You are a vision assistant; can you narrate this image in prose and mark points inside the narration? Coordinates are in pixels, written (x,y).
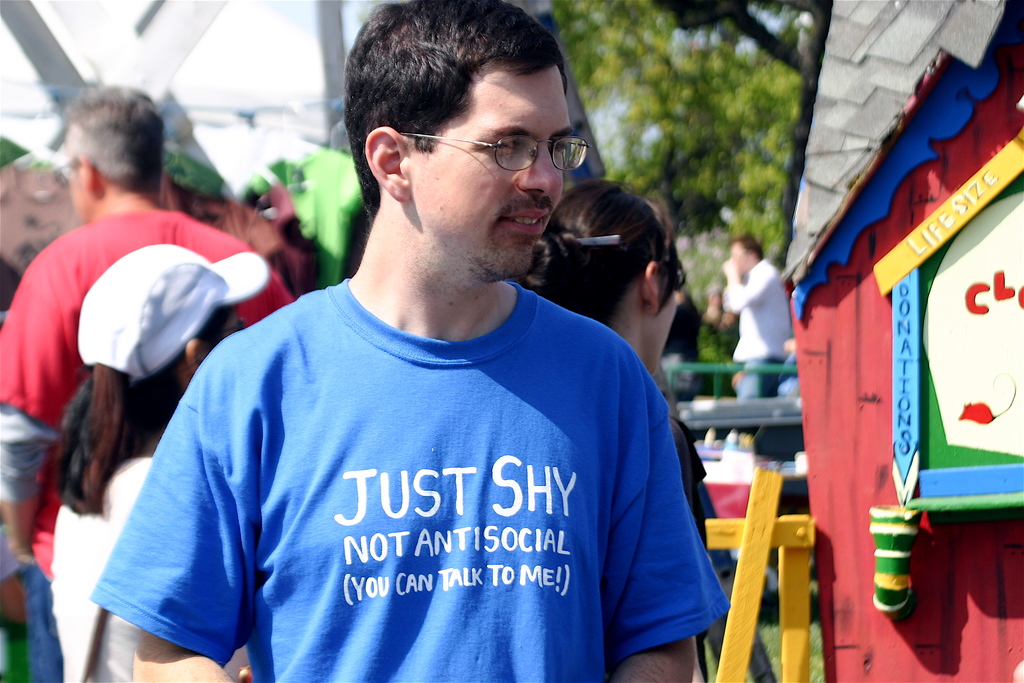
In this image we can see a person (518,405) standing wearing spectacles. On the right side (873,458) we can see a house (873,418) with a roof (820,262). On the backside (625,334) we can see a tree (691,216) and some people (112,291) standing. On the backside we can also see the sky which looks cloudy.
